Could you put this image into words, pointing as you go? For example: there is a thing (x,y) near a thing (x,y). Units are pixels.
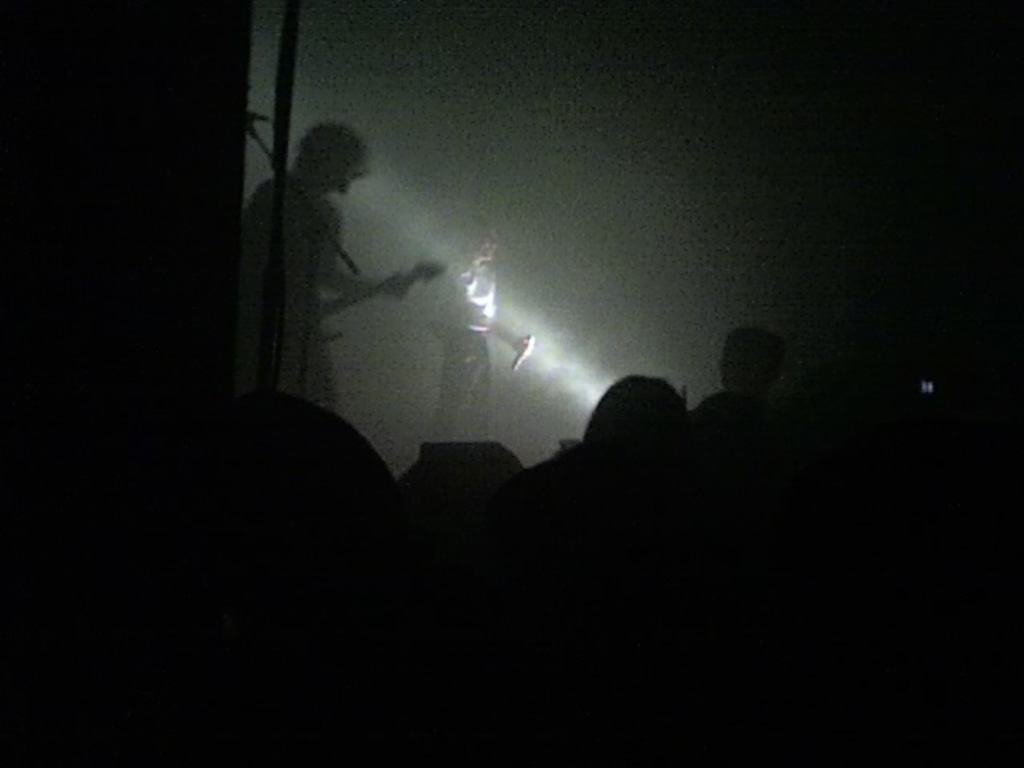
In this picture we can see few people (292,420), in the background (319,307) we can see a person (330,261) is playing guitar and a person (489,350) is holding a guitar (522,335).
